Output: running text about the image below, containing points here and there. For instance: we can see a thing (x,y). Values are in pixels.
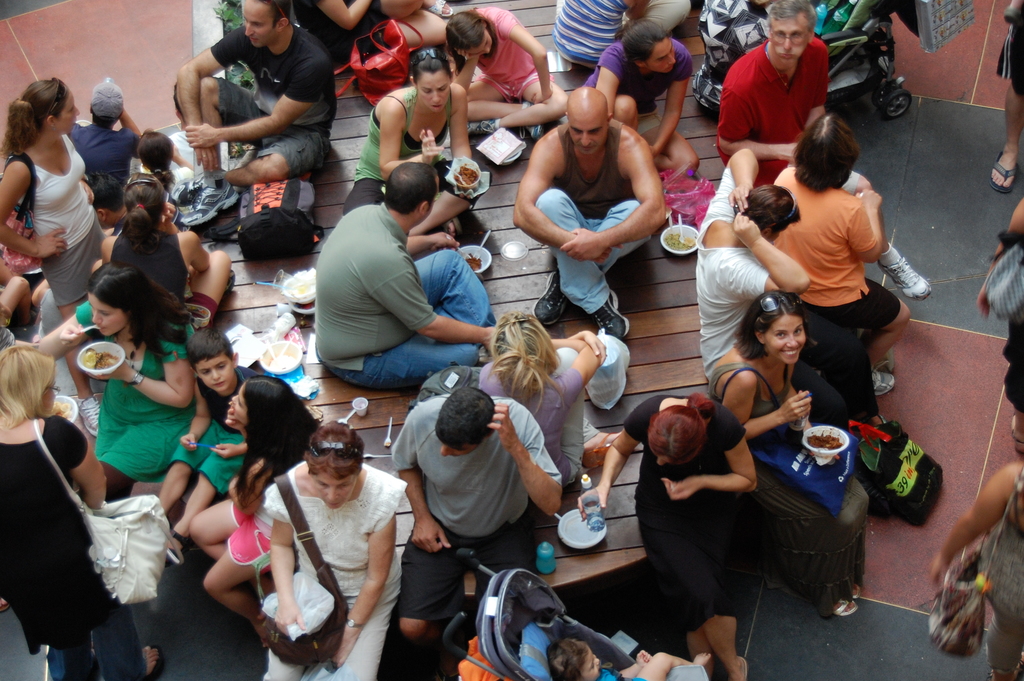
In this picture I can see group of people (1015,67) standing, there are bowls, plates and there are group of people (323,127) sitting on the table (584,67).
